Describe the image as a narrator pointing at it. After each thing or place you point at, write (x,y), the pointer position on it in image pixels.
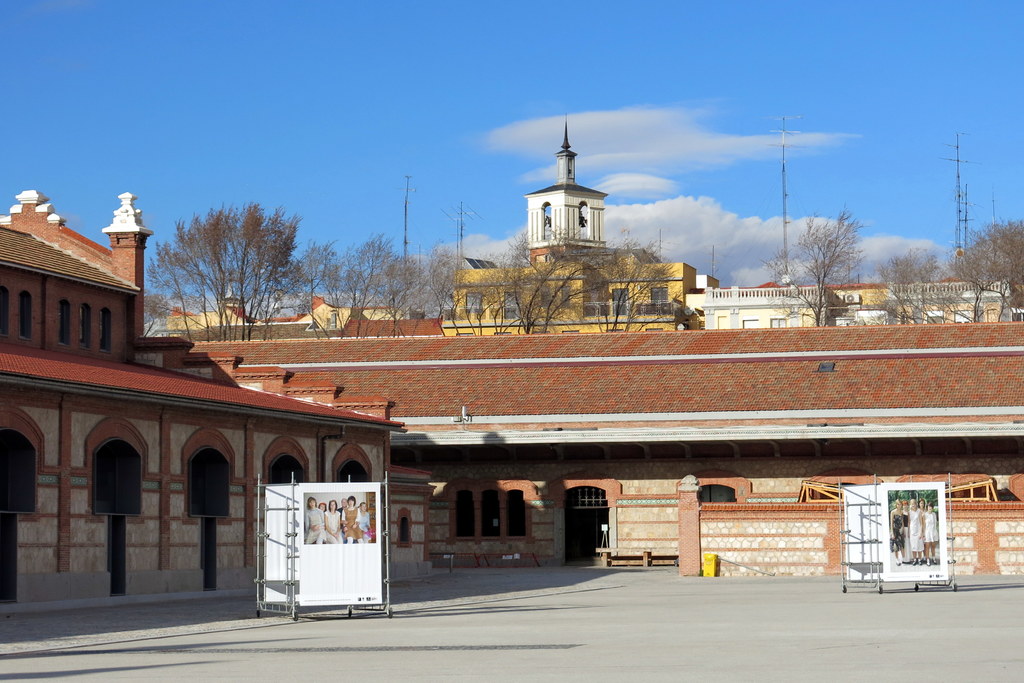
In this image we can see sky (52,187) with clouds (653,231), buildings (77,323), advertisement stands (267,543), windows (128,474), trees (621,313) and poles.
